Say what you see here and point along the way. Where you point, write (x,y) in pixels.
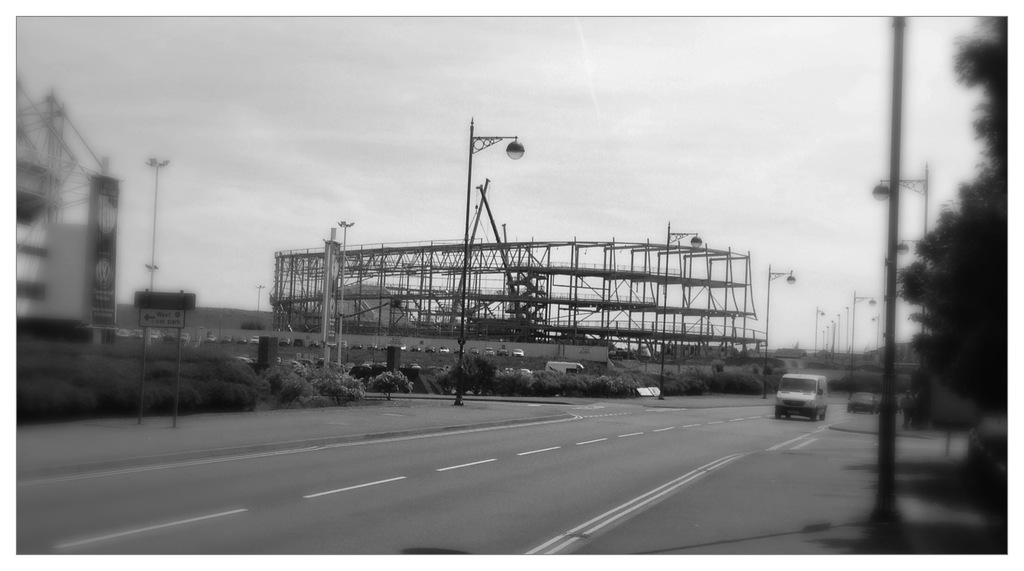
In this image we can see an under construction building (282,265) and a building (64,243) beside of it, there we can see few street lights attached to the poles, a vehicle (820,409) on the road (738,445), few vehicles (860,397), few trees (931,317) and plants (750,387) and the sky (553,163).
